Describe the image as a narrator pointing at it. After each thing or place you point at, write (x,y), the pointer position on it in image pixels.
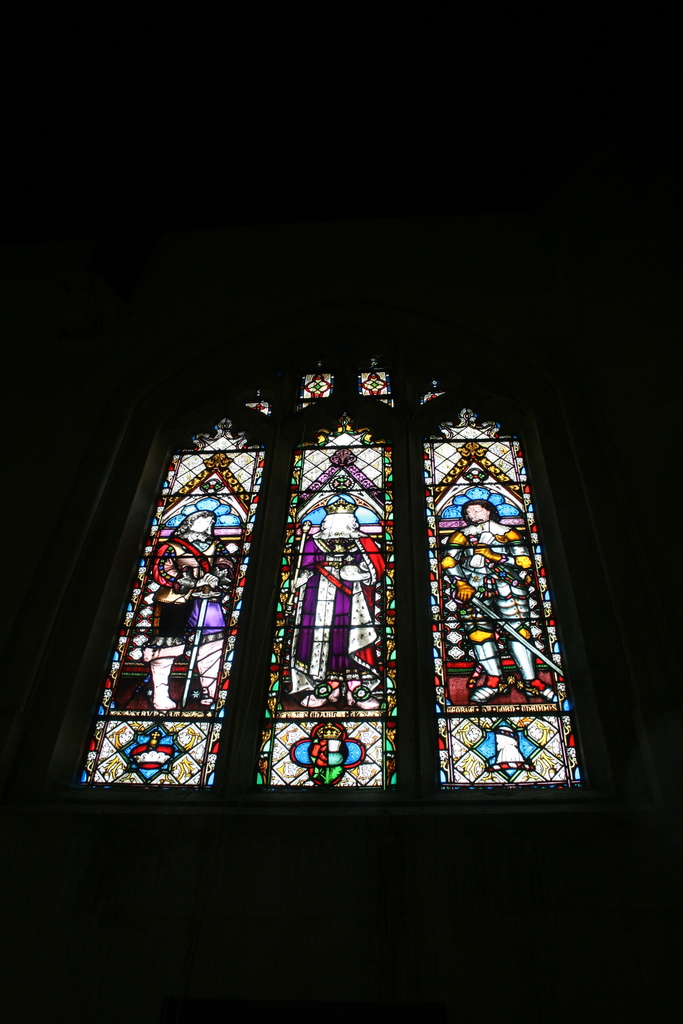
In this image I can see the window (332,693) and the glass (389,535) of the window (399,545) is very colorful on which I can see three persons (316,579) and I can see the black background (27,104) around the window (354,471).
